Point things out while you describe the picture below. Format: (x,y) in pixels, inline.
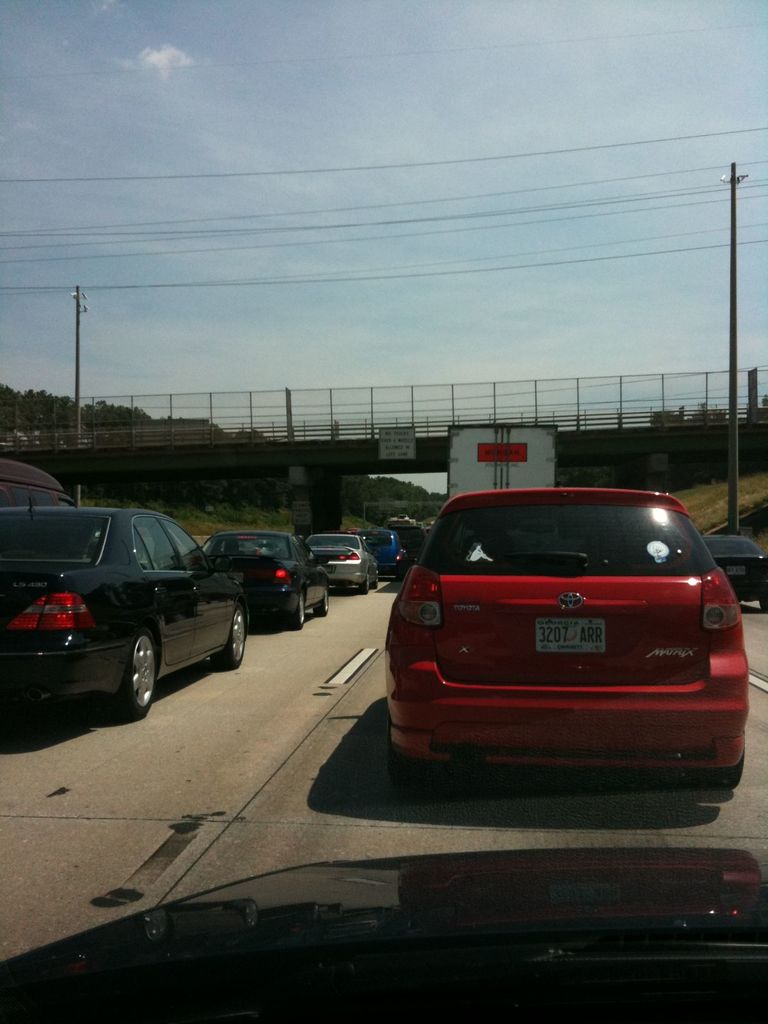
In this image we can see cars (408,680) on the road (526,796). In the background (235,465) there is a bridge (213,438) and we can see poles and trees (23,419). At the top (228,124) there is sky (319,194) and wires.
